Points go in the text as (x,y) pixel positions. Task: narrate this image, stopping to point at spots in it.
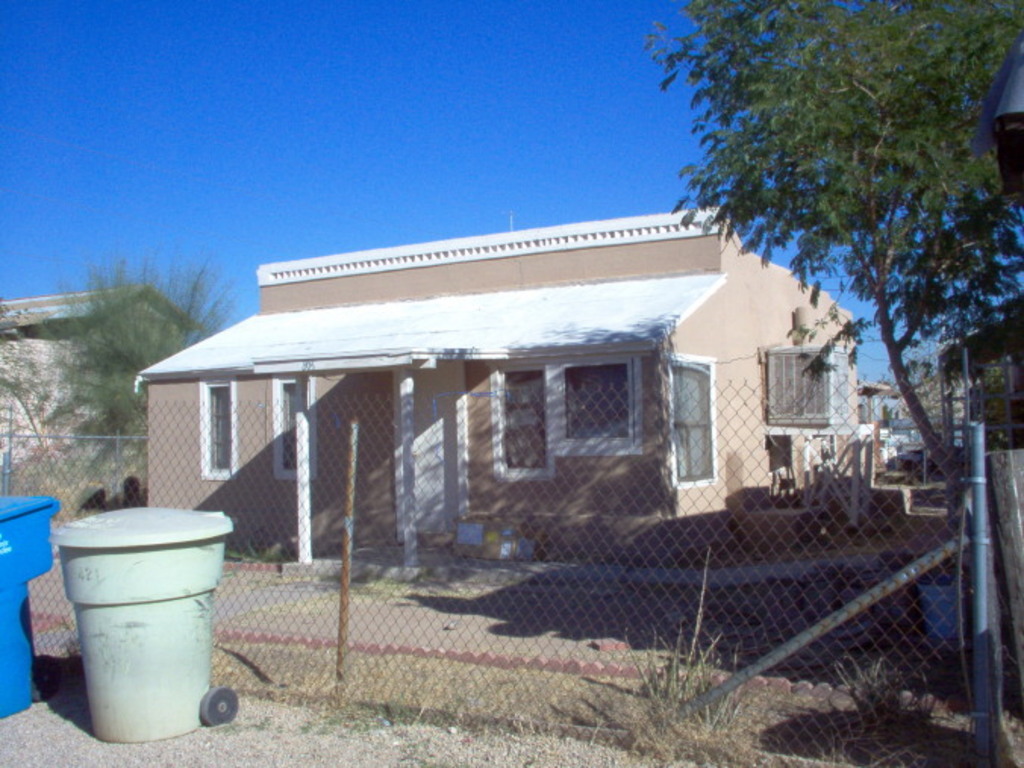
In this picture we can see bins (190,708) on the ground (292,708), fence (456,539), trees (807,175), houses (538,422) with windows (510,396) and some objects (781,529) and in the background (142,91) we can see the sky (228,113).
